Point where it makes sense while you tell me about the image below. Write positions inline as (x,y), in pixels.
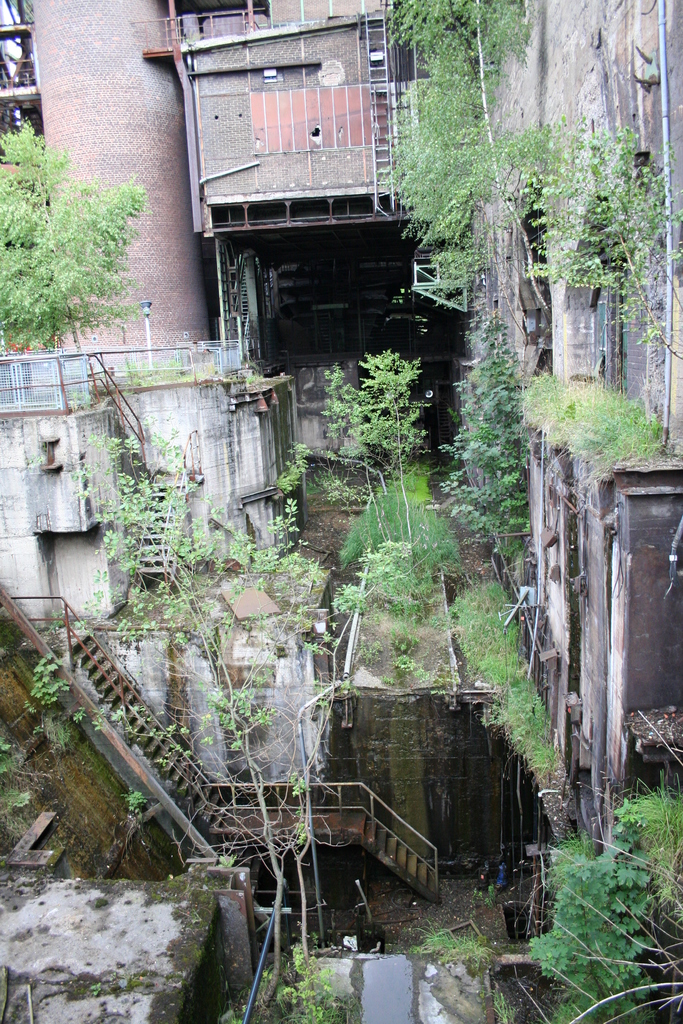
In the image we can see some staircases (188,773) and trees (590,933) and buildings (139,58).
